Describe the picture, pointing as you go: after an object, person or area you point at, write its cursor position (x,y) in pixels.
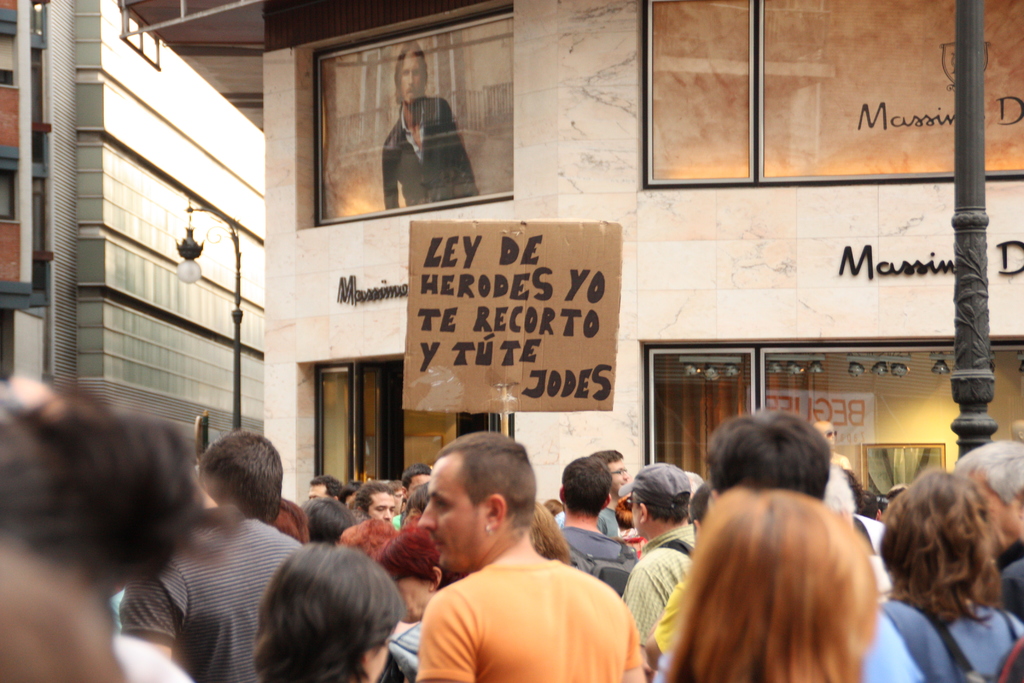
There are groups of people (389,519) standing. This looks like a placard (604,315). Here is the pole (963,333). I can see the building (710,261) with the glass doors (358,420). Here is a name board (915,262), which is attached to the wall (333,286). I think this is a street light (192,274).
